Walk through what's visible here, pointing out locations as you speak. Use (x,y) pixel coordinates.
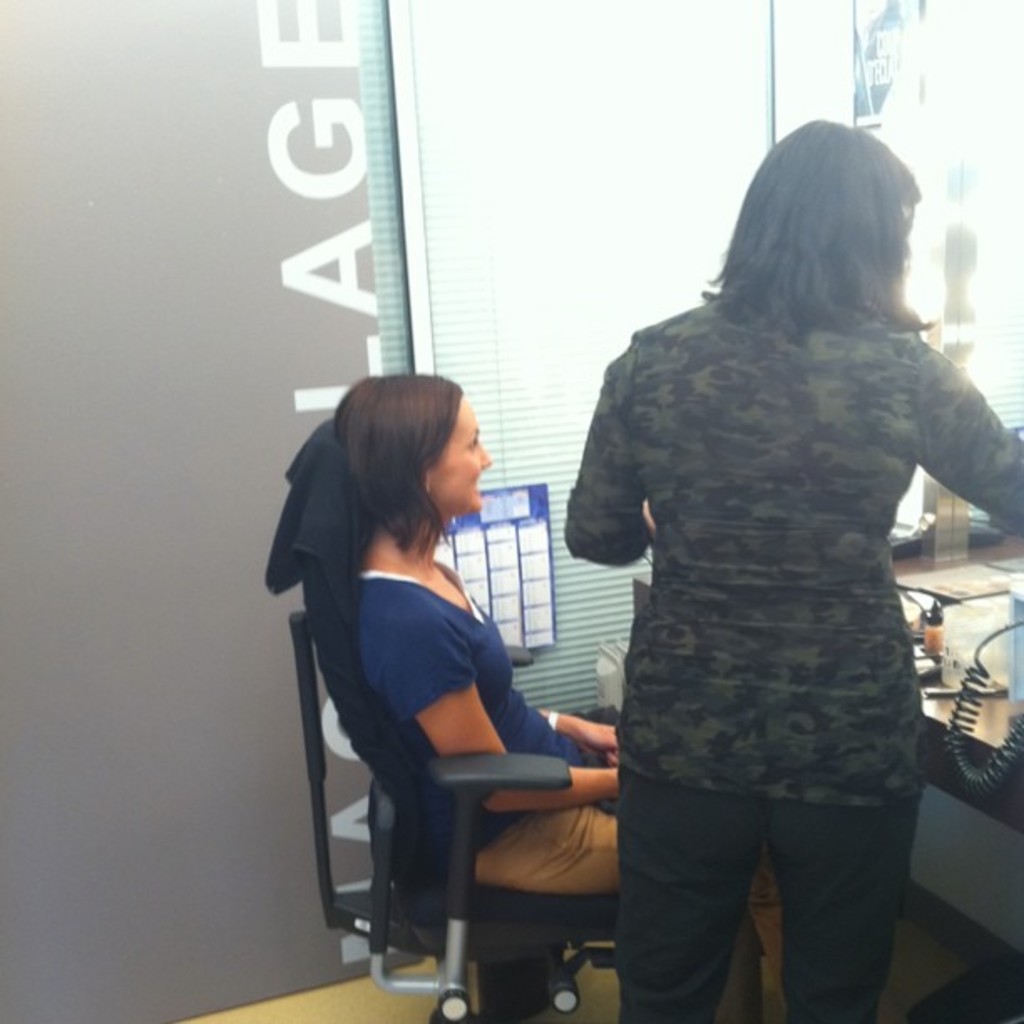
A woman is sitting in the chair (310,745) and there is a glass wall (559,333).
